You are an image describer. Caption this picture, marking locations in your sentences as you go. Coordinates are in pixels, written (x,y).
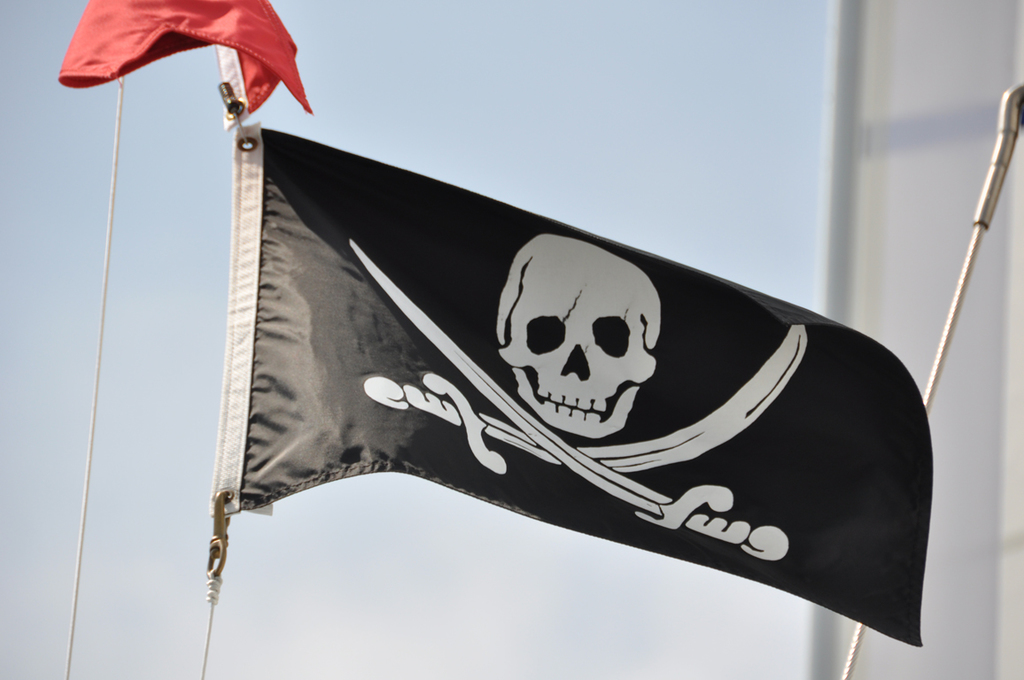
The picture consists of a pirate flag (526,455) and rope (962,266). The background (393,619) is blurred. It is sunny.
